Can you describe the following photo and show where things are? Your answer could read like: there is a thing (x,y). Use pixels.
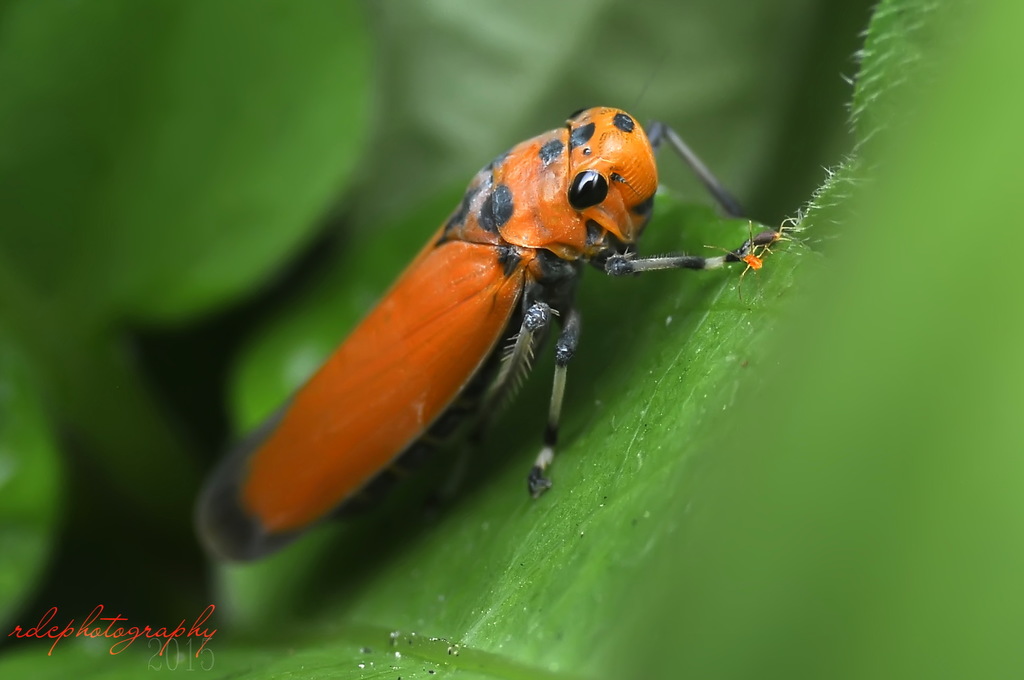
In this image there is an insect (476,353) on the leaf (676,320) in the center (471,341) and the background (426,148) is blurry.
